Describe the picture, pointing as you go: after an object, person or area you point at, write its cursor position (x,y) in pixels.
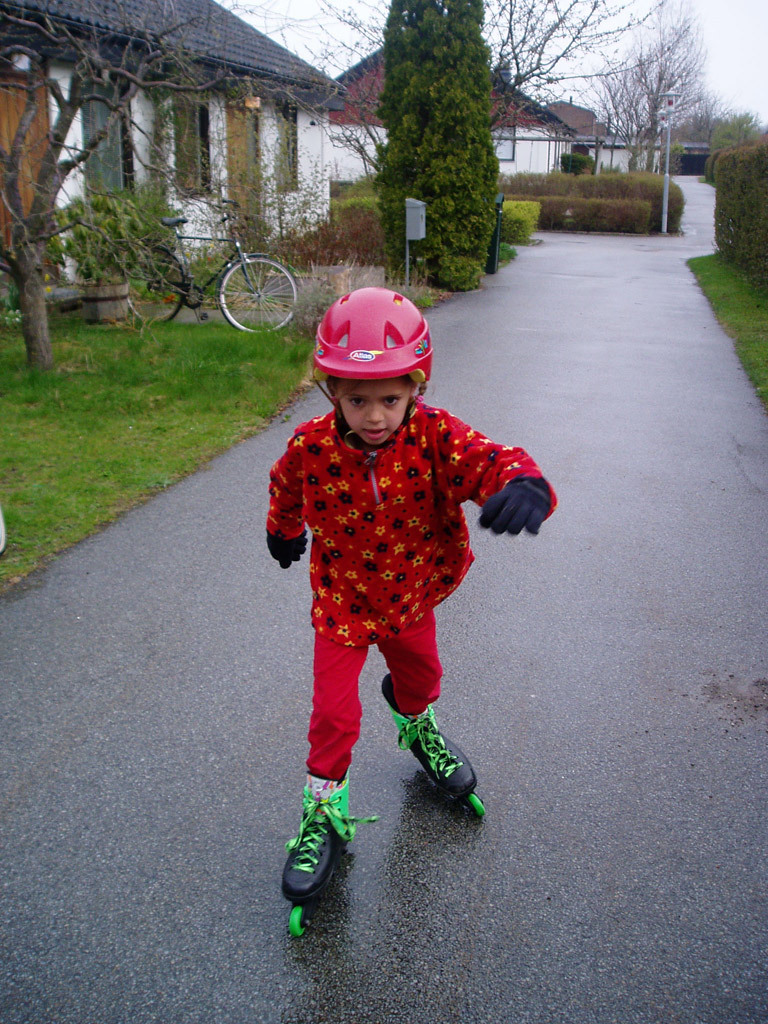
In this image I can see a kid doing skating on the road (298,729), beside the road (193,777) there is a building (276,171), trees (33,330), bicycle (200,301) and grass (121,333).
